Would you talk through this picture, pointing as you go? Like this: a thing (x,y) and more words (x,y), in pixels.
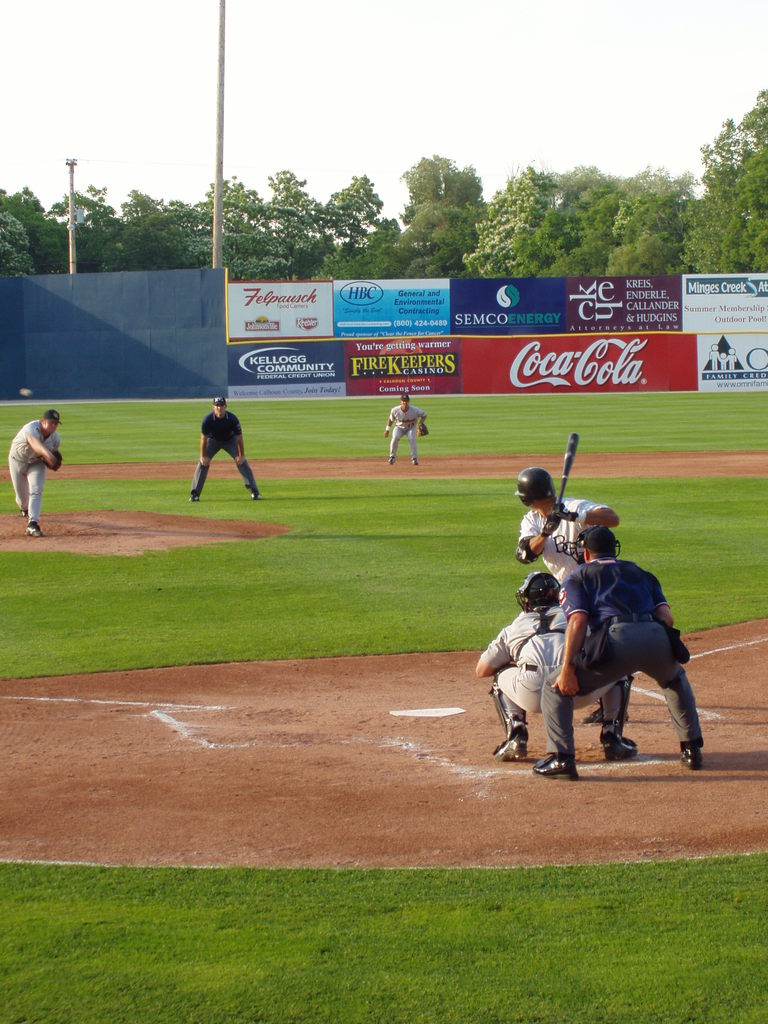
In this image we can see persons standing on the ground (415,697). In the background (269,299) there are advertisement boards (251,299), poles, trees (85,226) and sky (429,118).
